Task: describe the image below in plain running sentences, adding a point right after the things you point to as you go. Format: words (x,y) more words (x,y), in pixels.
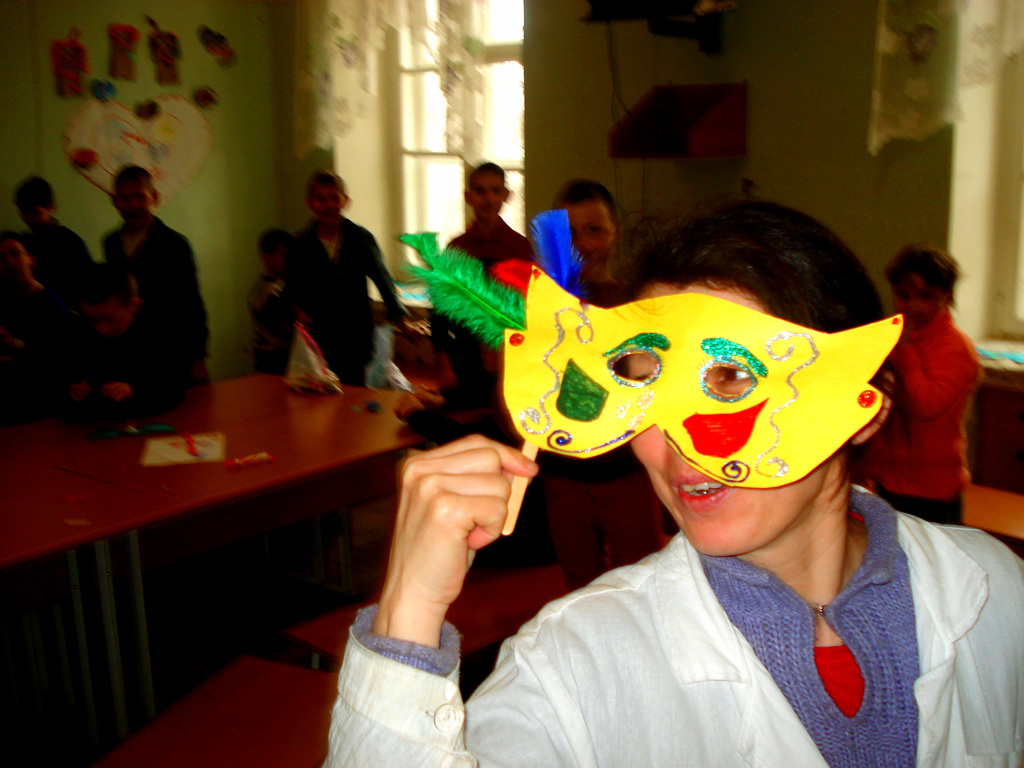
In this image on the right (731,613) there is a woman (731,613) she wear white dress (681,661) her hair (729,248) is short she is holding a toy (630,396). In the background (134,242) there are many people (340,264), table (278,440), wall (266,209), window (419,137).
